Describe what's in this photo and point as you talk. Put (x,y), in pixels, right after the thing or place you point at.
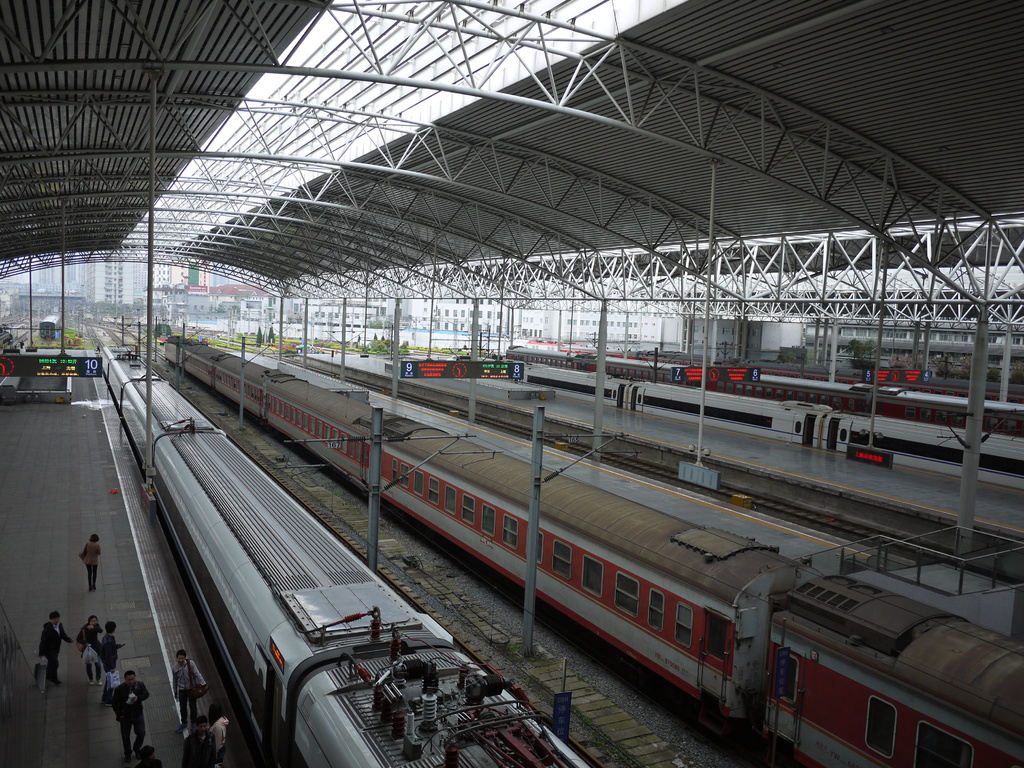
This is a railway station (353,404). On the left (200,734) there are few persons (115,635) walking on the platform (162,598) and there are trains (249,547) on the railway tracks (513,669). In the background (377,203) there are poles (377,186) on the roof top (37,46), hoardings (507,370) and electronic devices (405,378) and there is a train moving on the left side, buildings (109,295) and some other objects (140,356).
